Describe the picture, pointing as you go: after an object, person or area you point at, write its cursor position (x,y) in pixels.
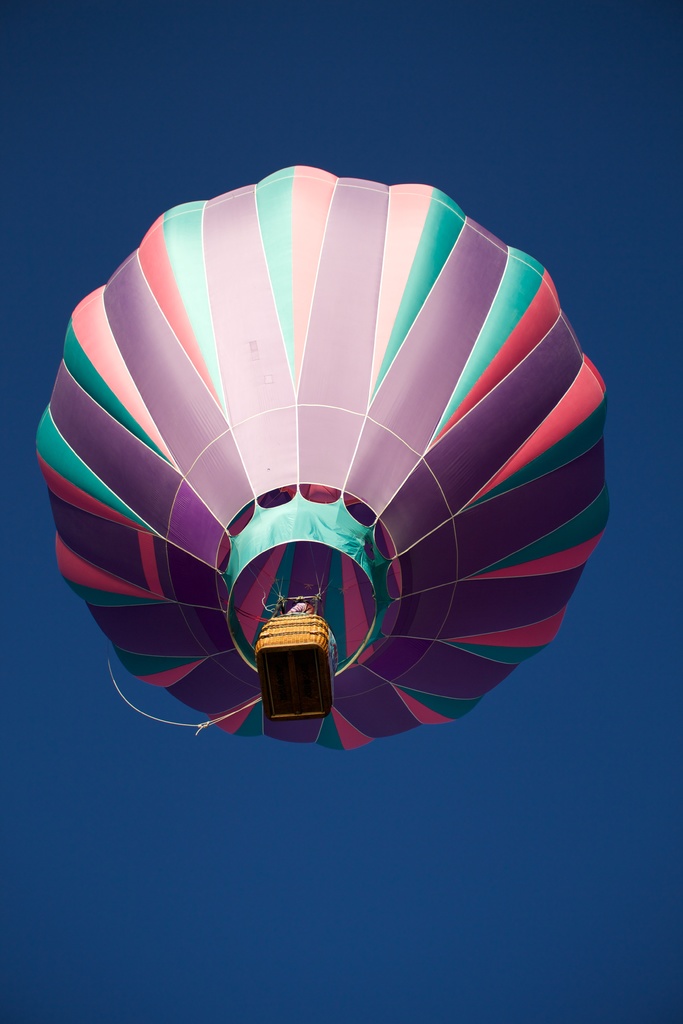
In the center of the image (266,452) there is a air balloon (287,656) in the air (207,819). In the background (371,132) there is sky (178,131).
